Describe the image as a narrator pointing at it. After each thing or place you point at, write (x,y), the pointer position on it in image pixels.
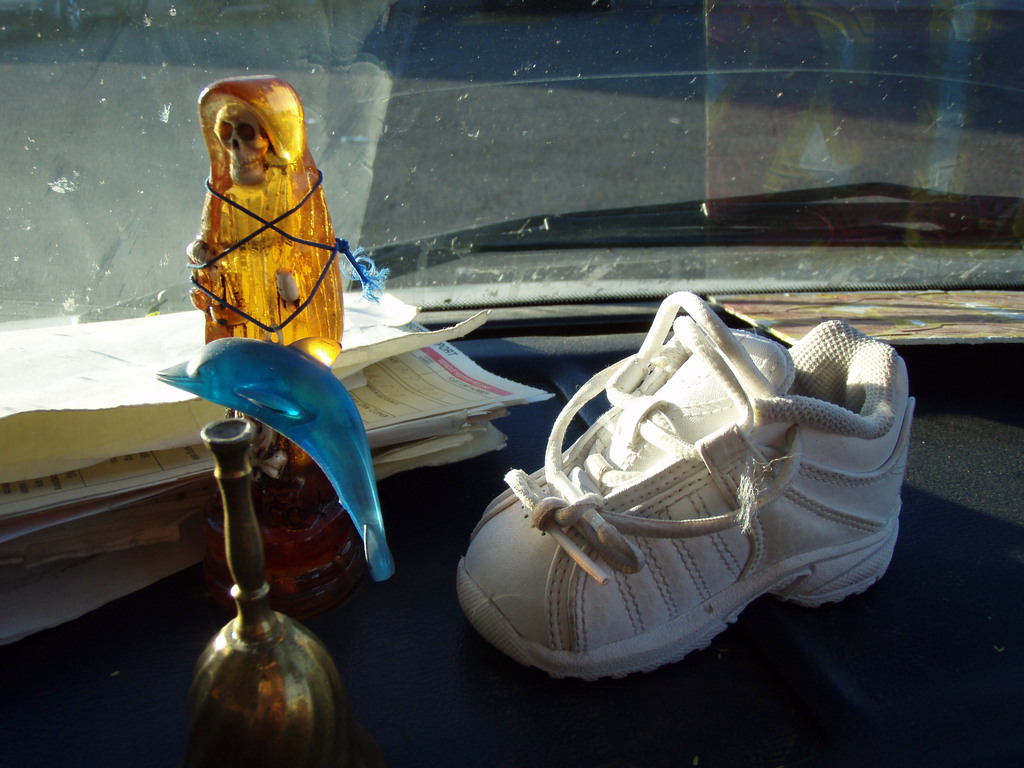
In this picture we can see a white shoe (644,553) on an object (744,615) and in front of the shoe (733,607) there are papers (429,403) and some items (249,503). Behind the shoe (758,528) there is a glass (395,150).
